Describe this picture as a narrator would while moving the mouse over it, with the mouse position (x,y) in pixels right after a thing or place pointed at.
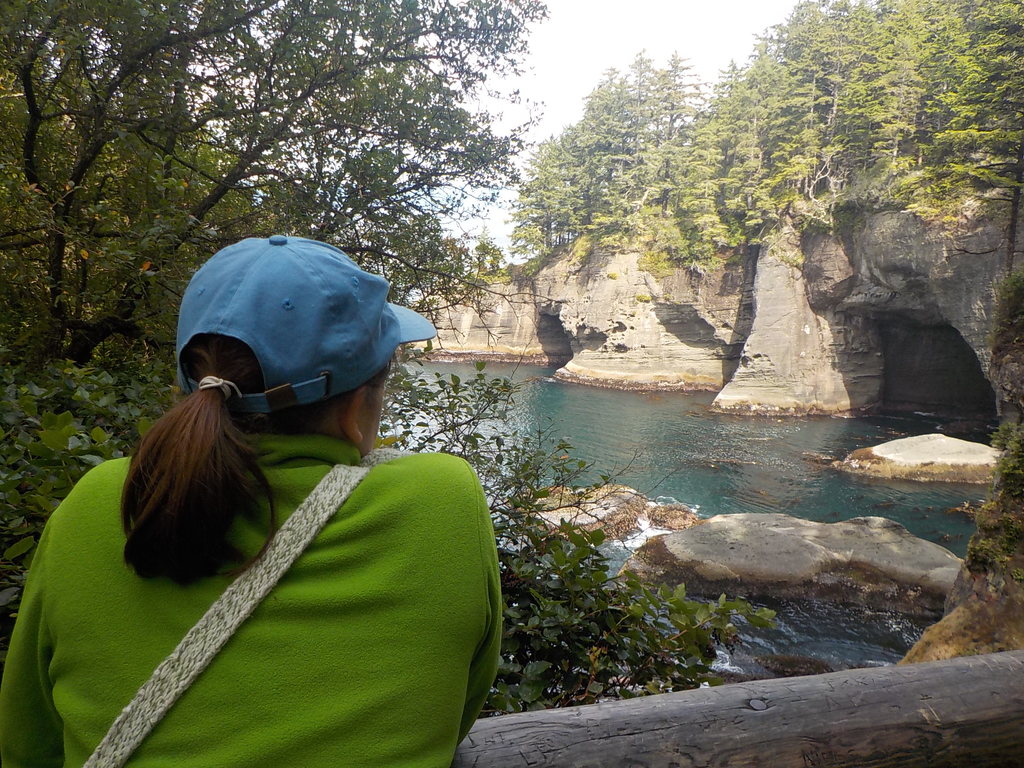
There is river (655,498) surrounded with many trees (632,168) and in front of the river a woman (366,544) is standing behind wooden fence (677,705) and watching the view.
